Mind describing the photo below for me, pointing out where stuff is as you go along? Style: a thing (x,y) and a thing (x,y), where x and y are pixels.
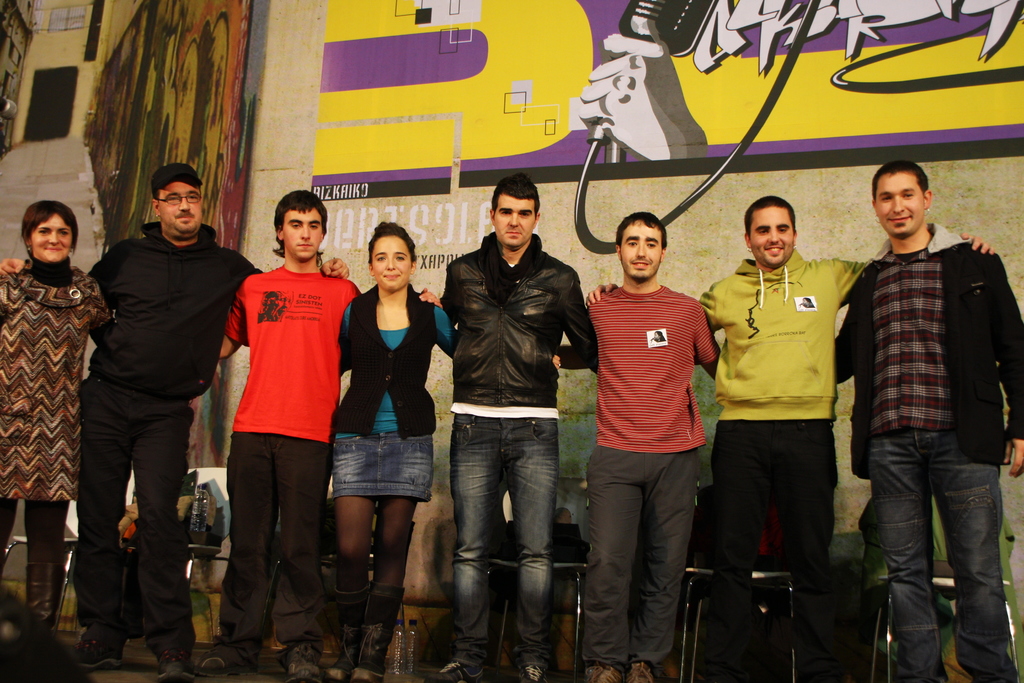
In this picture we can see a group of people (54,547) standing on the floor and in the background (74,530) we can see chairs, wall (216,616), on this wall (195,608) we can see paintings (1015,125).
